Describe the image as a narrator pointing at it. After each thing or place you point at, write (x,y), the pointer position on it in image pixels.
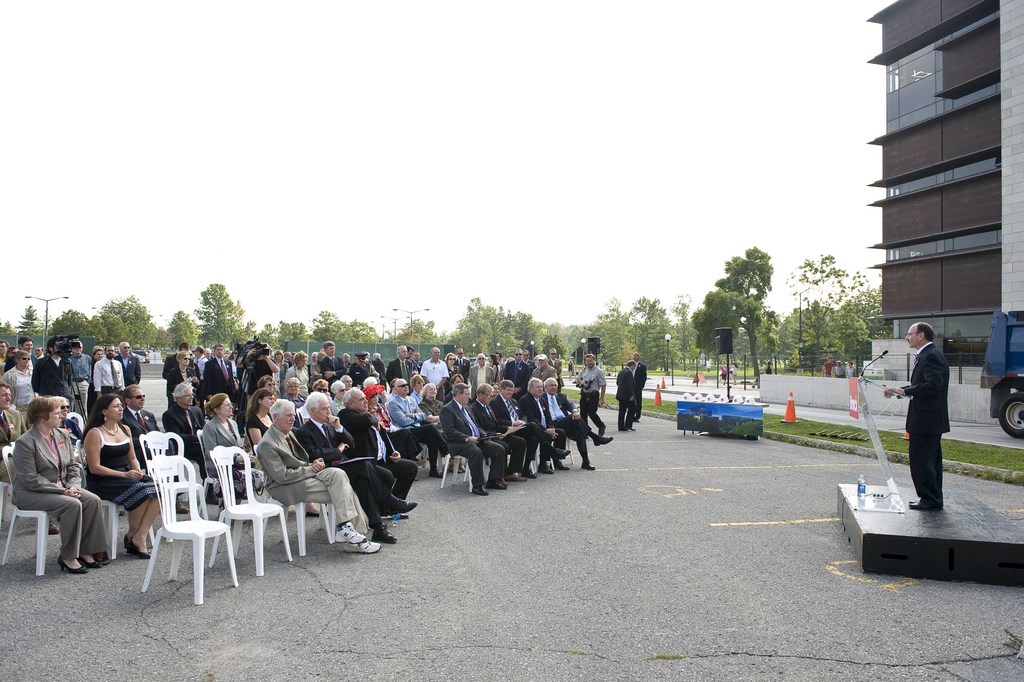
there are so many people (286,451) sitting and standing on a road (719,566) in front of them is other man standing on the stage (921,549) and speaking on the microphone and there is a building (1015,3) beside along with some trees (578,327).
